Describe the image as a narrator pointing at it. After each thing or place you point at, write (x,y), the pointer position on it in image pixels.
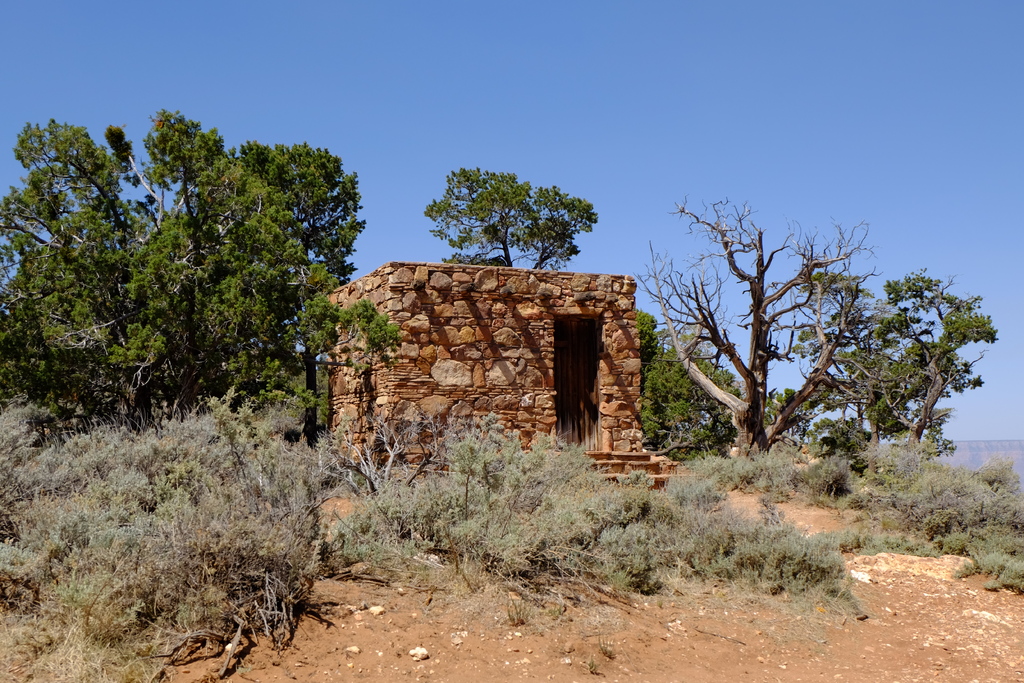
In the center of the picture (433,440) there are shrubs (581,467), trees (846,284) and stone walls (484,343). In the foreground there is soil (454,608). At the top (453,77) it is sky (560,91), sky (560,91) is sunny.
